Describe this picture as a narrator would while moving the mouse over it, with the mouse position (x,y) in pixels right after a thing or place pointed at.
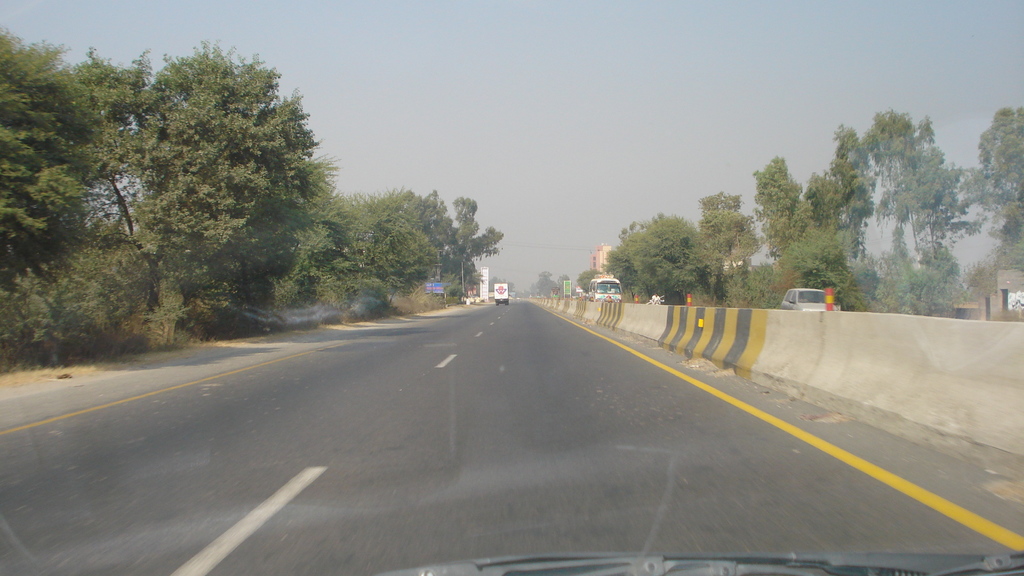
In this picture there are trees (395,233) on both sides of the road (490,410). There is a divider (948,406) in between the road (559,321). A truck (507,300), bus (608,291), car (821,307) are visible on the road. There is a building (602,264), green board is seen in the background (591,258).
